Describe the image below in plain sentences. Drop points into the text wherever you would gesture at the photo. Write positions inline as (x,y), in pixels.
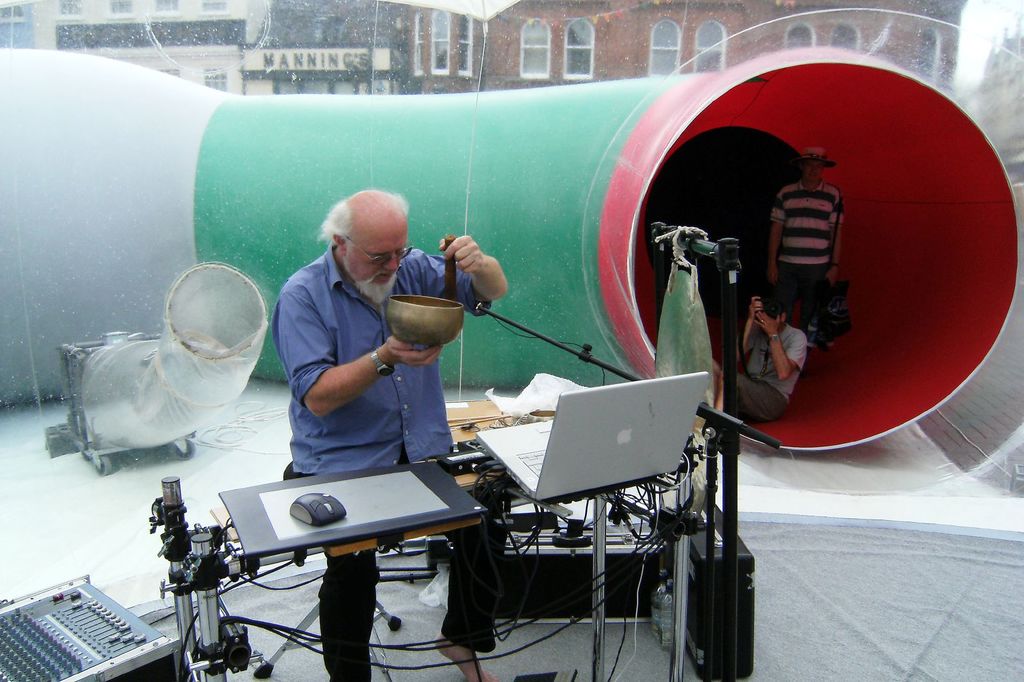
This image is clicked outside. There is a big pipe (489,110) in the background (509,158). There are three persons (381,346) in this image. In the middle (464,288), the person (307,341) is wearing blue shirt (422,402) and black pant (458,608). In front of him, there is laptop (633,425), mouse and stands (402,574). To the right (787,362), the man (780,365) is sitting and holding the camera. In the background (331,46), there are buildings (477,42).
